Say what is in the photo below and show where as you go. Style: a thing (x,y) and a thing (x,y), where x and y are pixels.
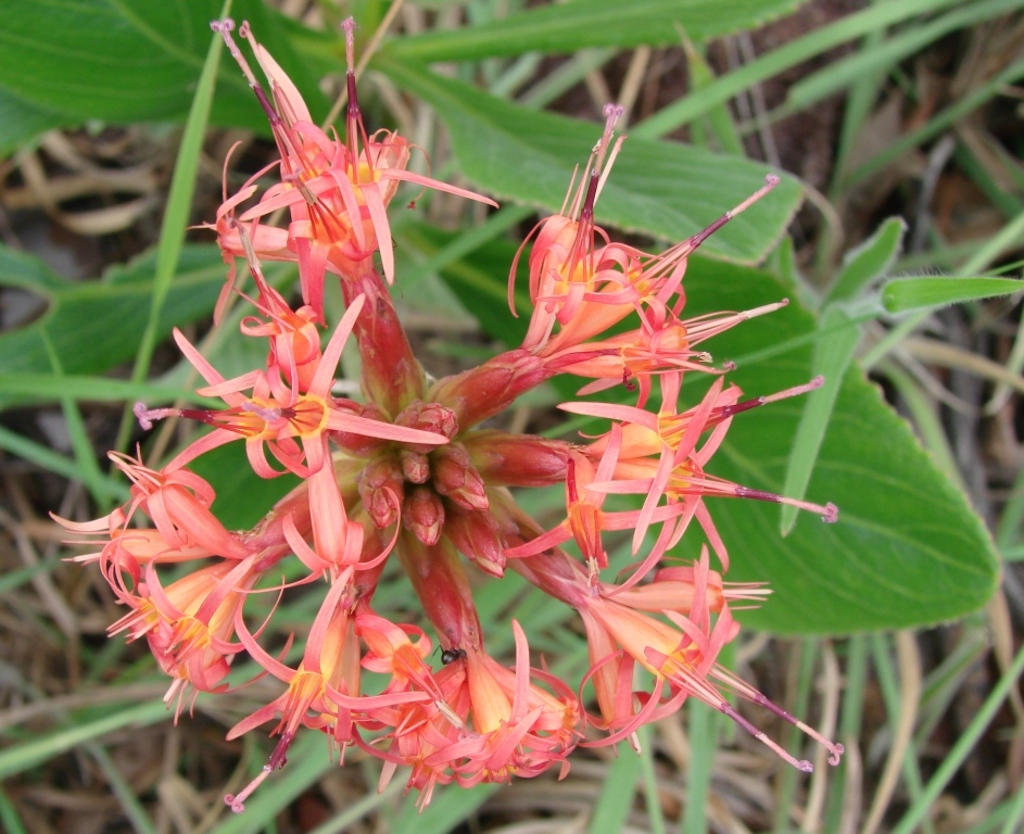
In this image, we can see some flowers (587,276) and leaves (194,246).
